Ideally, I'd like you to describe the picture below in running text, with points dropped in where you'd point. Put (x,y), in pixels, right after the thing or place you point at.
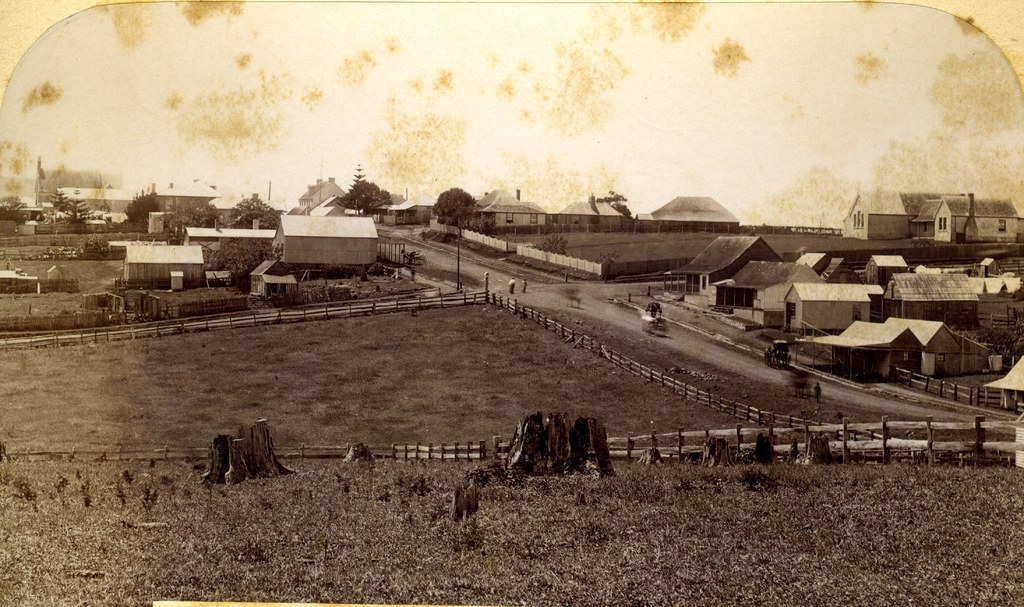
In this image there are buildings (151,248) and there are persons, trees (450,199), and in the front (433,542) there is grass (411,542) on the ground (411,542).
